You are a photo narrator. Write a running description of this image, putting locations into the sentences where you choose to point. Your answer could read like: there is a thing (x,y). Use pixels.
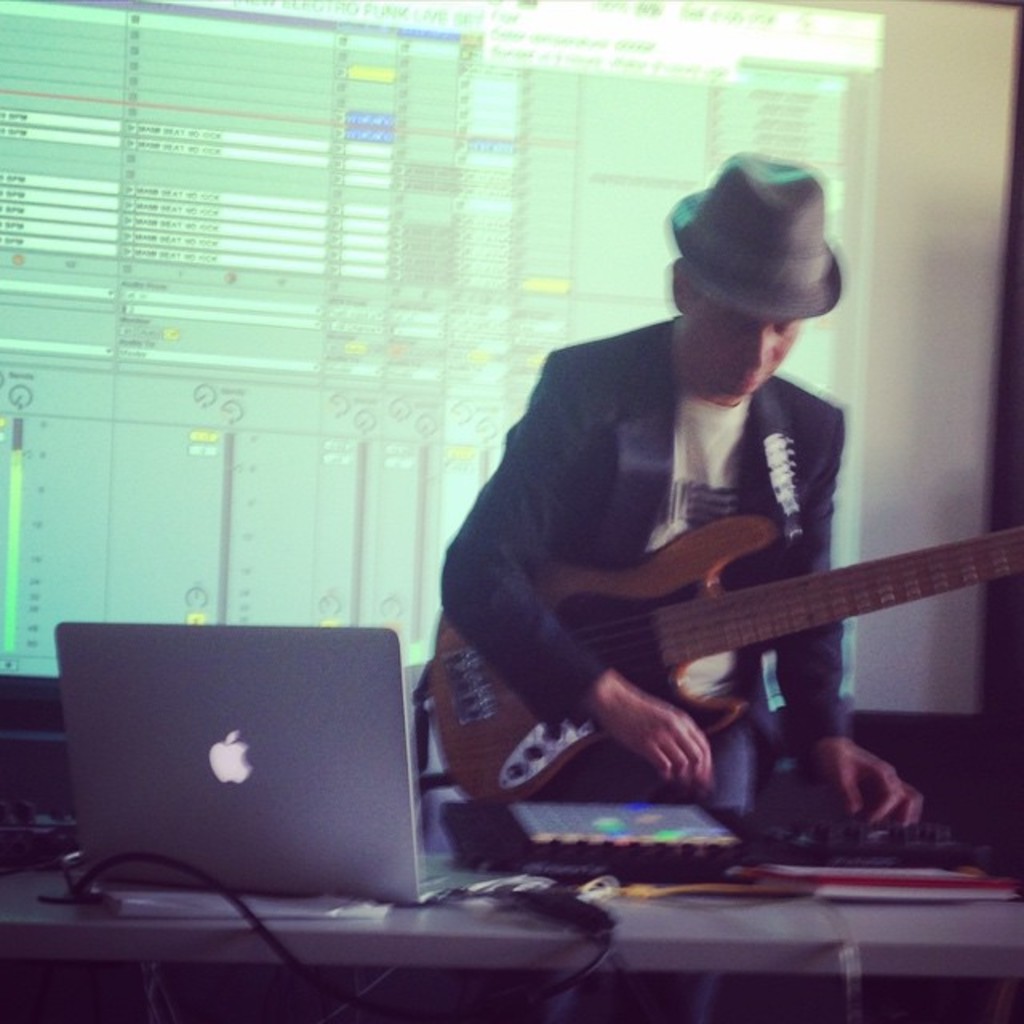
This image is clicked inside the room (388,1010). There is a man (710,496) standing and wearing black suit (661,445) along with black hat (801,265). In the front (594,952), there is a table (487,923) on which a laptop (336,843) and books (855,892) are kept. In the background (463,160), there is projector screen (203,250).
